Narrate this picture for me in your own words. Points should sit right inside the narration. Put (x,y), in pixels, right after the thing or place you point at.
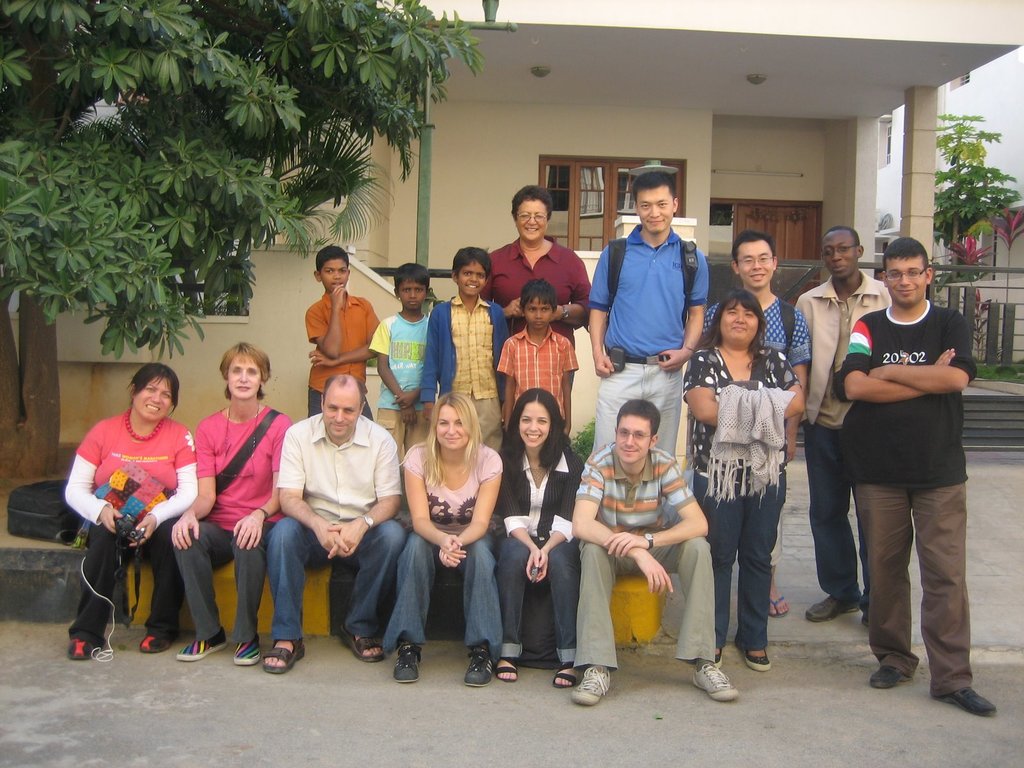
In this image we can see many people (504,523). In the back (463,157) there is a building (454,137) with windows (617,199) and doors (787,227). Also there are steps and there are trees (235,88). And few people (676,297) are wearing bags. And there is a pole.
